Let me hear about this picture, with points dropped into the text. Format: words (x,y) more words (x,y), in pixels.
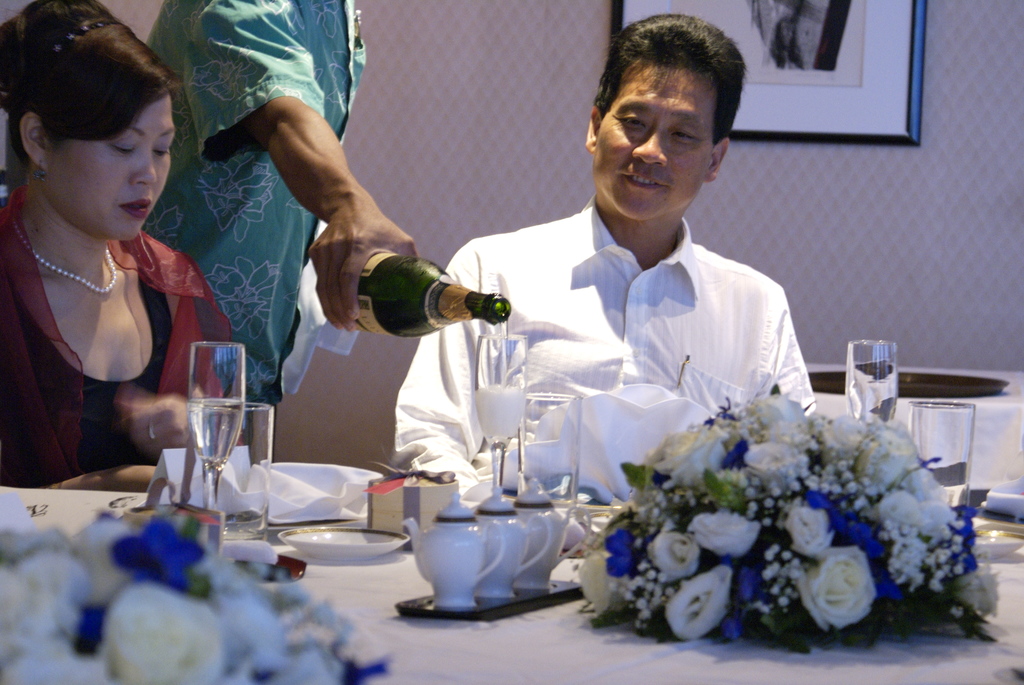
At the bottom of the image (550,619) there is a table (587,627) with white color cloth (804,684) on it. There are glasses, plates (340,543), flowers (726,465) on the table (43,503). There is a person (633,119) sitting in the center of the image (487,246). To the left side of the image (141,147) there is a lady (75,473). Beside her there is a person (304,189) standing and holding a champagne bottle (505,313) in his hand (356,227). In the background of the image (439,73) there is wall (535,65) with photo frame (811,87).
